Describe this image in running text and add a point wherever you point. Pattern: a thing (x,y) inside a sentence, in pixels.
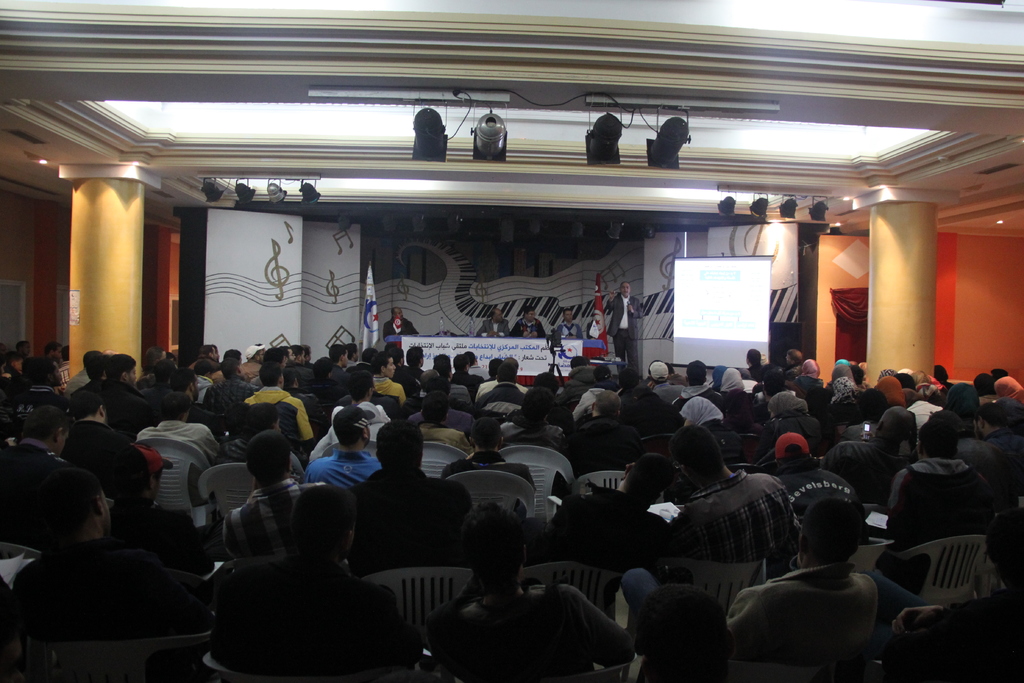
In the center of the image (628,344) we can see a man (628,359) standing and there are people (403,332) sitting. We can see a table (469,340). At the bottom (286,537) there is crowd (511,564) and we can see flags (376,306). On the right (729,366) there is a screen (757,316). At the top (430,139) there are lights (438,152).
